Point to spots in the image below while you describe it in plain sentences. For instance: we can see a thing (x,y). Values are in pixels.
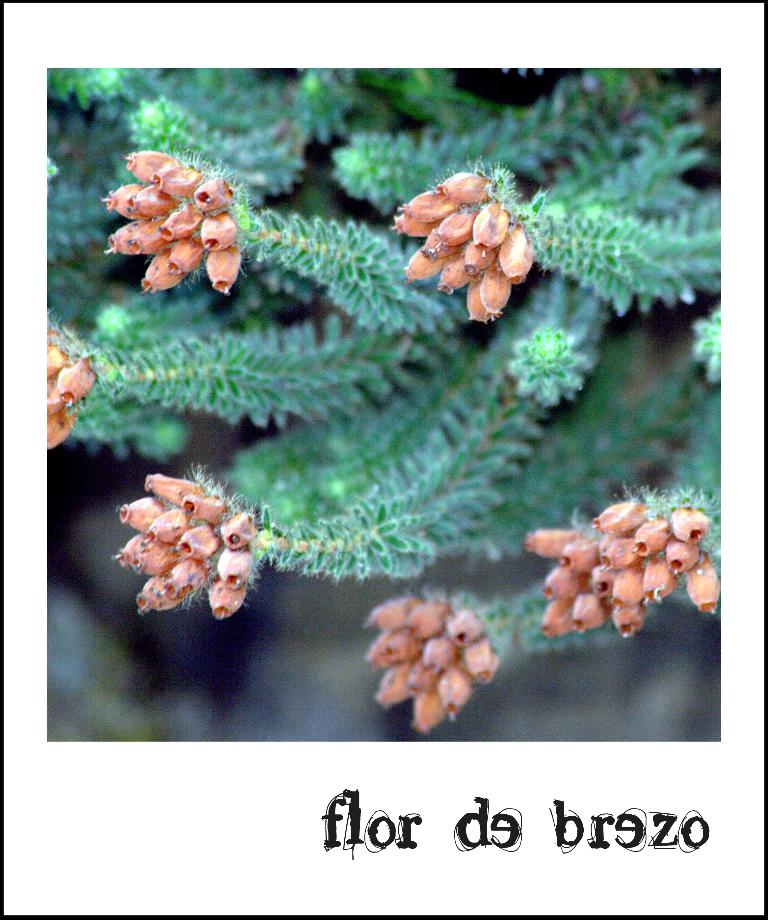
In the picture we can see some plants (384,241) and bottom of the picture (533,843) we can see some words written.
